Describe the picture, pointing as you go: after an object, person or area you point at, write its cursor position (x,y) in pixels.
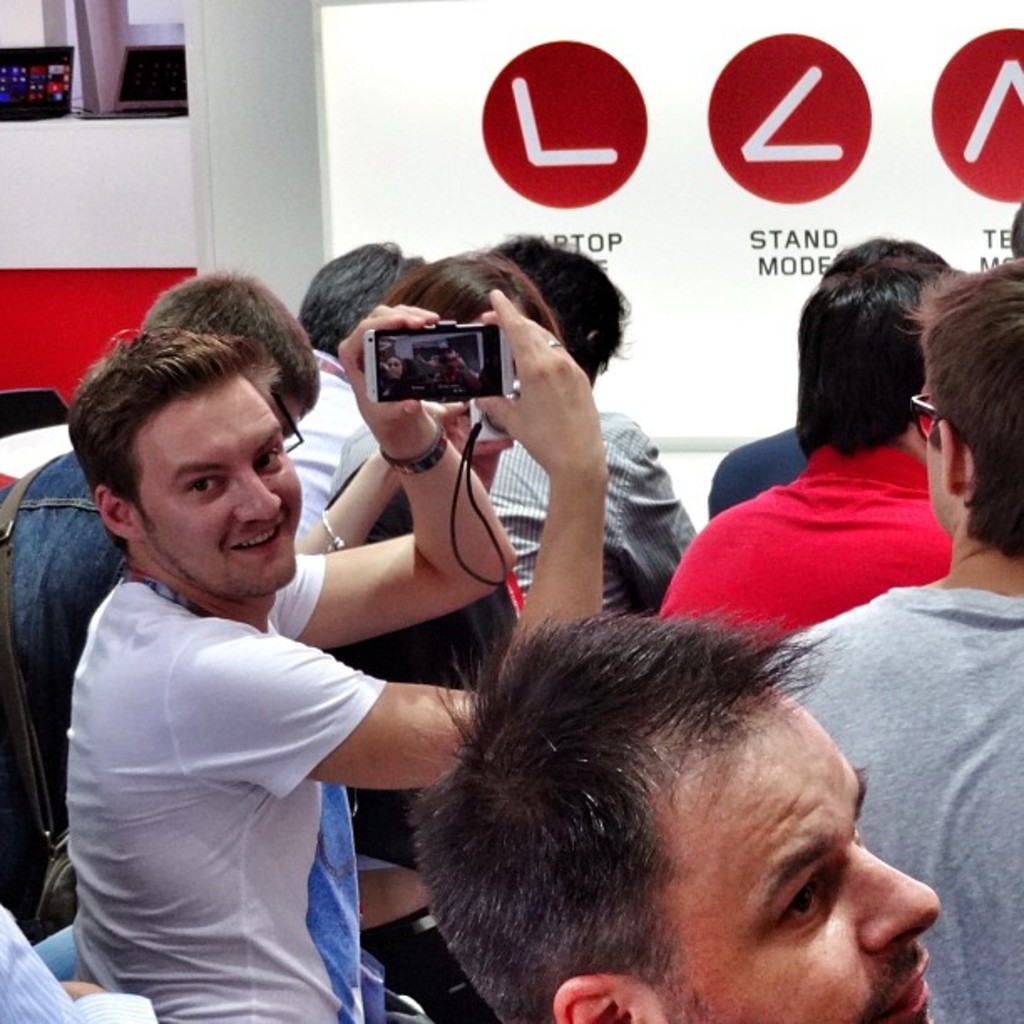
In this picture we can see a spectacle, device (397,330), bag (36,928) and a group of people (404,694) and a man (341,992) smiling and in the background (953,171) we can see a board (579,8) with signs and text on it, laptops (53,55) and some objects (86,28).
